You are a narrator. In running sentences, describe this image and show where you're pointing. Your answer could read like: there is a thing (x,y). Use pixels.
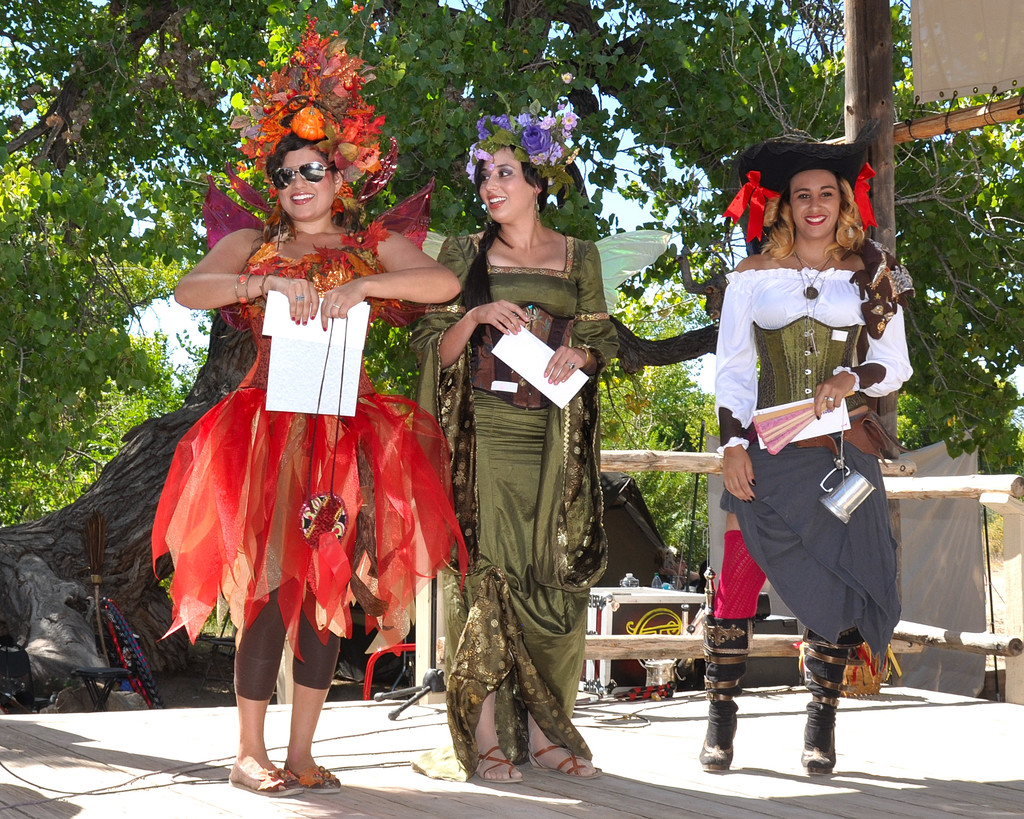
In this image we can see three women (466,299) standing on the stage (894,755) holding some papers (564,398). We can also see some wooden poles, trees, a broom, some objects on a table (593,679), a cloth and the sky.
